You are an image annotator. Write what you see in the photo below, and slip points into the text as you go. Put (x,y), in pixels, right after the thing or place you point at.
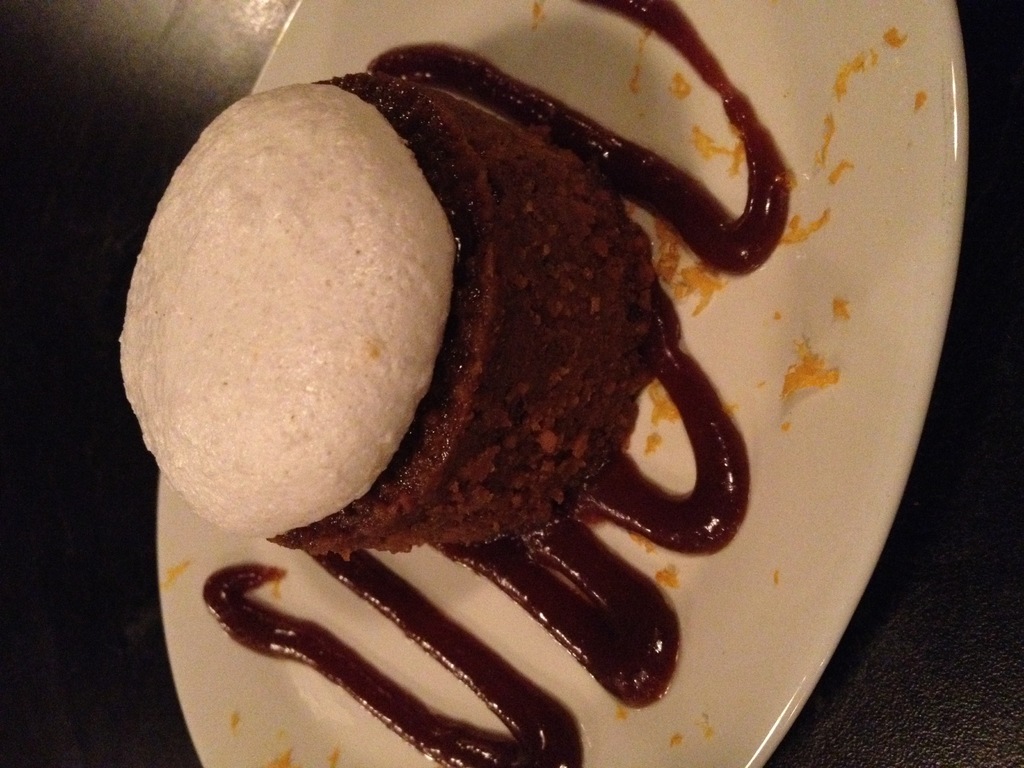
In the image there is a plate (764,689). On the plate (751,539) there is a food item (210,239) which is in brown and white color. On the plate (262,684) there is sauce (553,741).
